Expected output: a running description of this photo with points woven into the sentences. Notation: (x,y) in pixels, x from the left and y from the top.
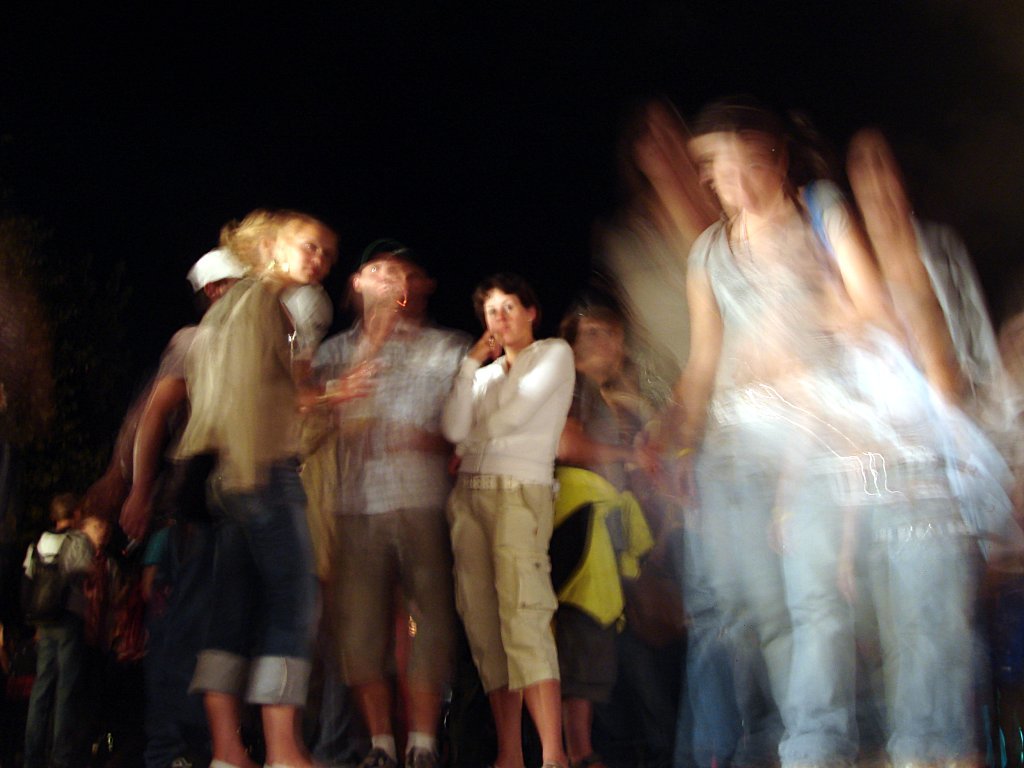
This is an image clicked in the dark and it is a blur image. On the right side (804,455) there are few persons (720,462), it seems like they are dancing. On the left side (115,605) few people (393,519) are standing. The background (562,73) is dark.
